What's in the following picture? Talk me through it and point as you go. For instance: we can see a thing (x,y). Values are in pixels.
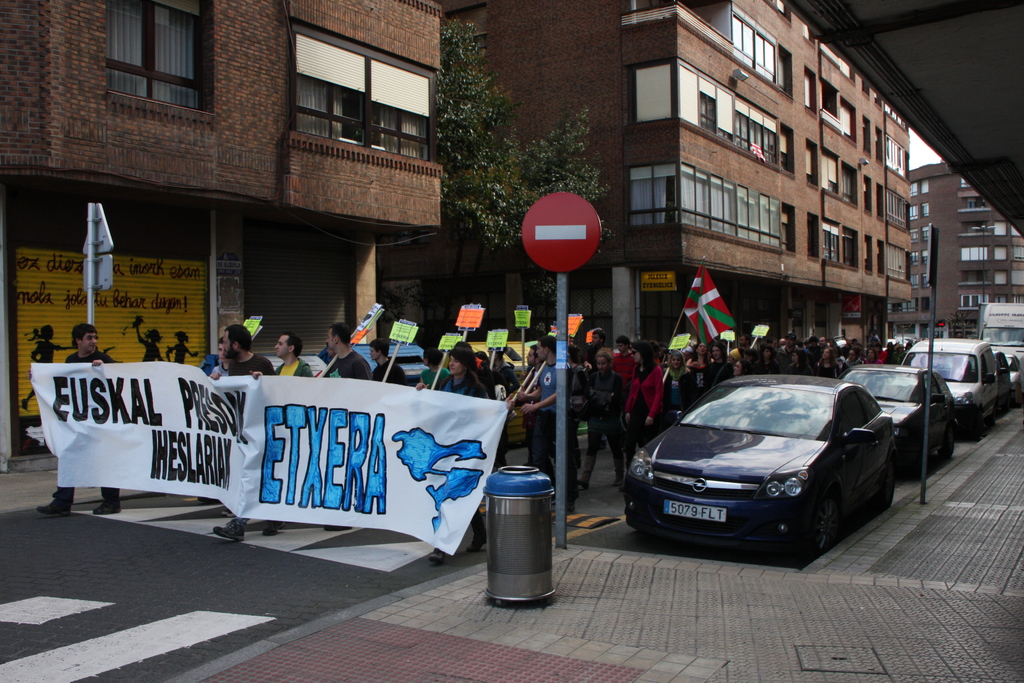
This picture shows few buildings (801,210), trees (479,165) and we see cars (853,416) parked on the side of the road (708,549) and we see sign boards (589,243) on the sidewalk (608,574) and a dustbin (545,533) and we see people (421,386) walking holding placards (677,342) in their hands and a flag (695,323) and few of them holding a banner (126,459) and we see a truck (980,333) parked on the last.
